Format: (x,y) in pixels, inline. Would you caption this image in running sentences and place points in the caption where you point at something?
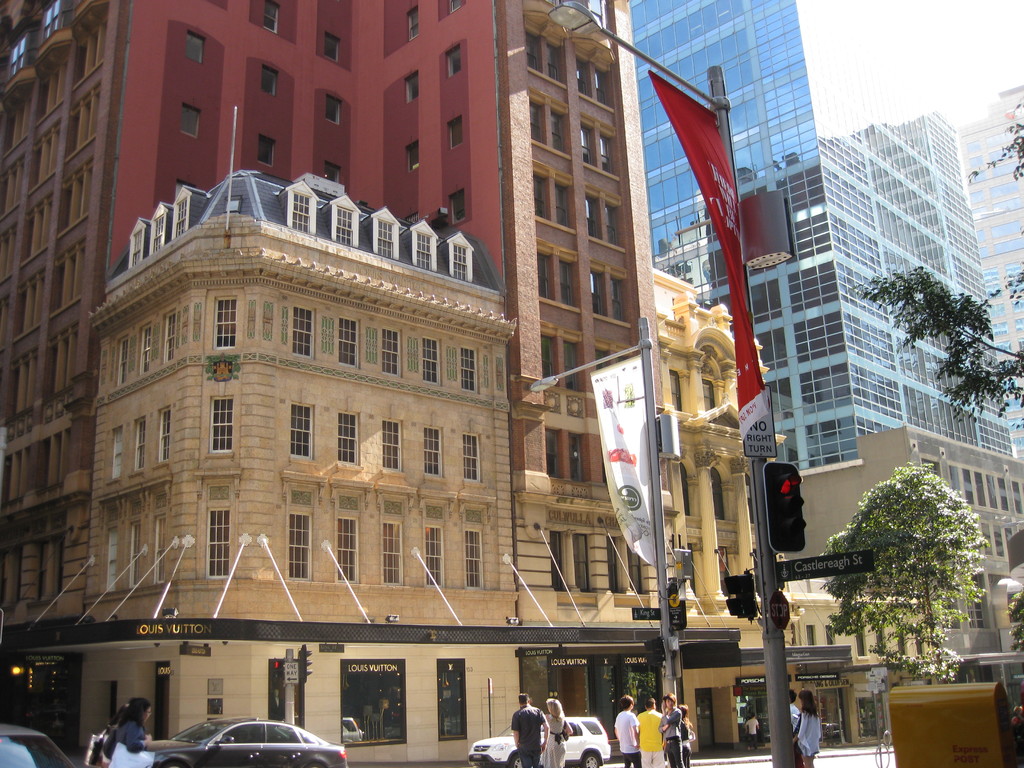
In this picture we can see people (529,758), vehicles (581,764) on the ground (621,764), here we can see traffic signals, electric poles (783,740) with lights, banners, trees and some objects (881,679) and in the background (880,706) we can see buildings (916,224).
